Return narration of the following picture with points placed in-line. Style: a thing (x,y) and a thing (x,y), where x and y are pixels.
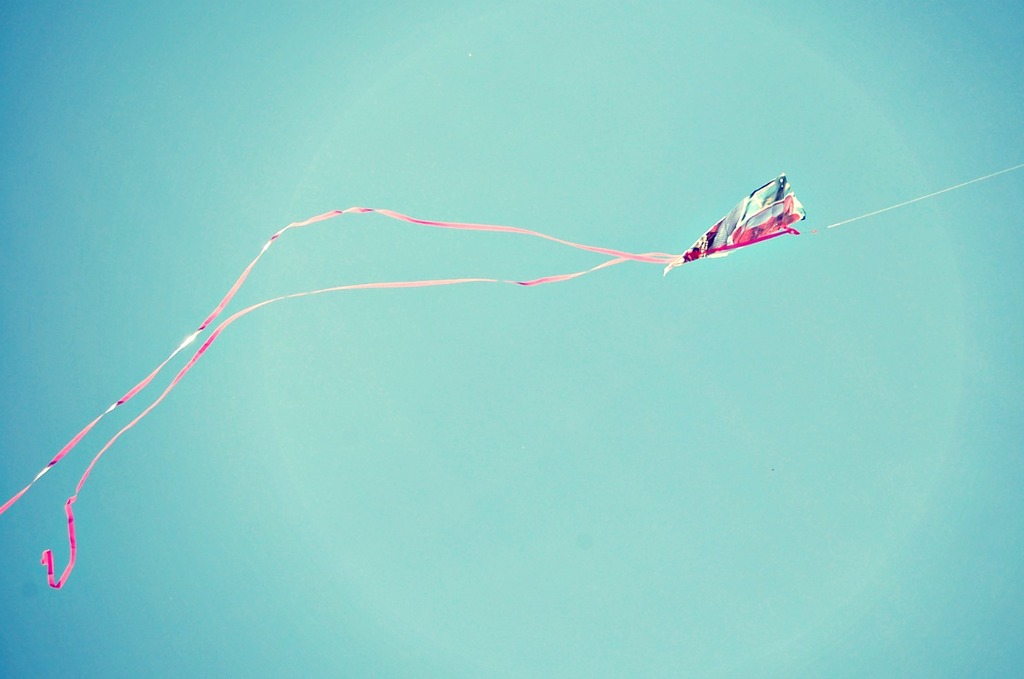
In this image there is the sky (511,221), kite (649,253) visible in the middle (425,280).
